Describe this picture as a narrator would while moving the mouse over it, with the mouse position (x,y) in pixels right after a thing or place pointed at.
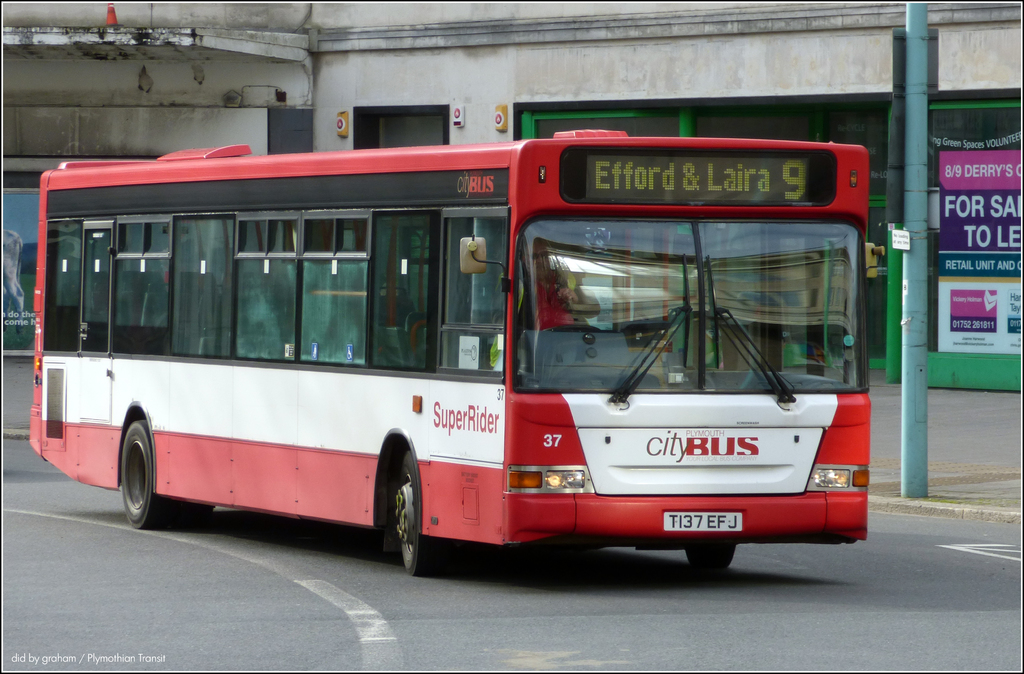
In this picture I can observe a bus (317,257) moving on the road (285,545) in the middle of the picture (366,417). The bus (382,429) is in red and white color. On the right side (910,290) I can observe pole (904,309). In the background (333,67) there is a building (340,110).
